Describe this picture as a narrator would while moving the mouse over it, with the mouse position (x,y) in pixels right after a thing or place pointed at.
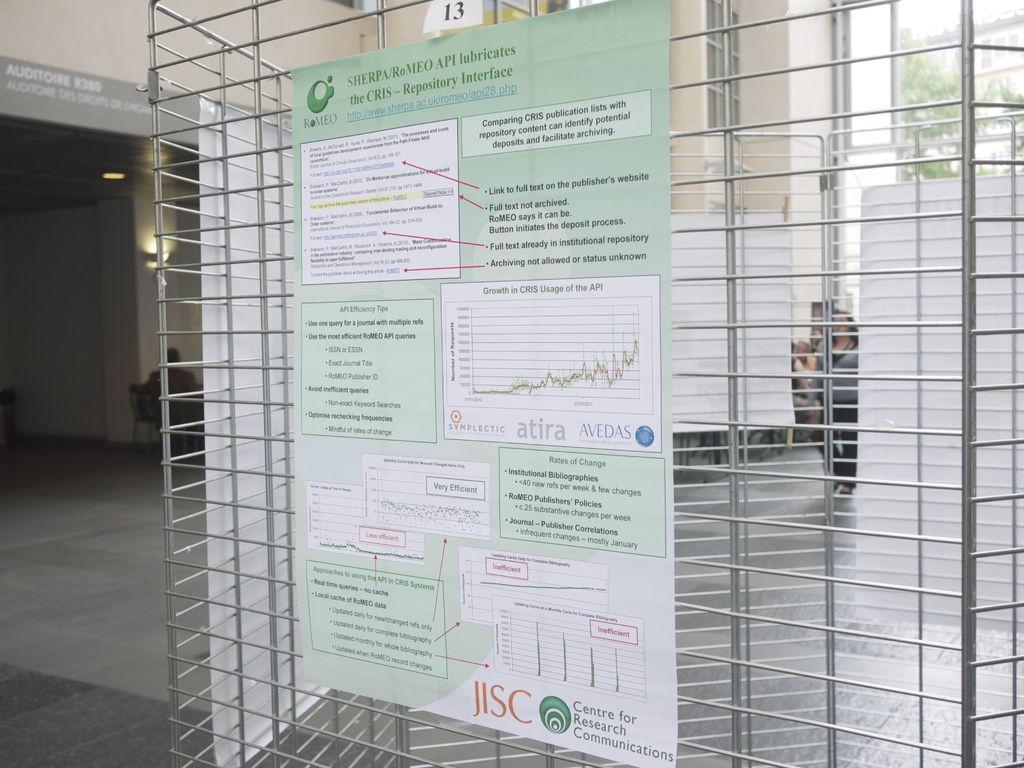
In this image we can see a poster (519,544) on the grill (817,130), here is the light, here is the building (284,24), here is the window (886,125), here is the tree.
